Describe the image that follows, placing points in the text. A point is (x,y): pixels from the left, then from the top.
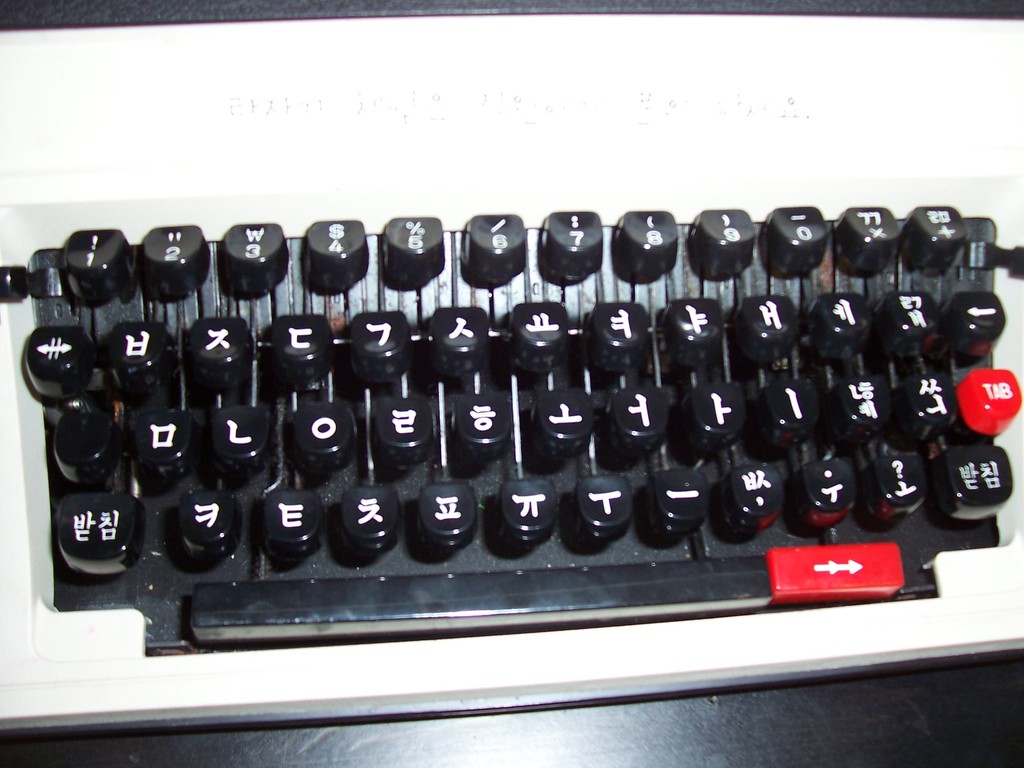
In this picture we can see the keyboard (814,218) of a typewriter (585,457).
